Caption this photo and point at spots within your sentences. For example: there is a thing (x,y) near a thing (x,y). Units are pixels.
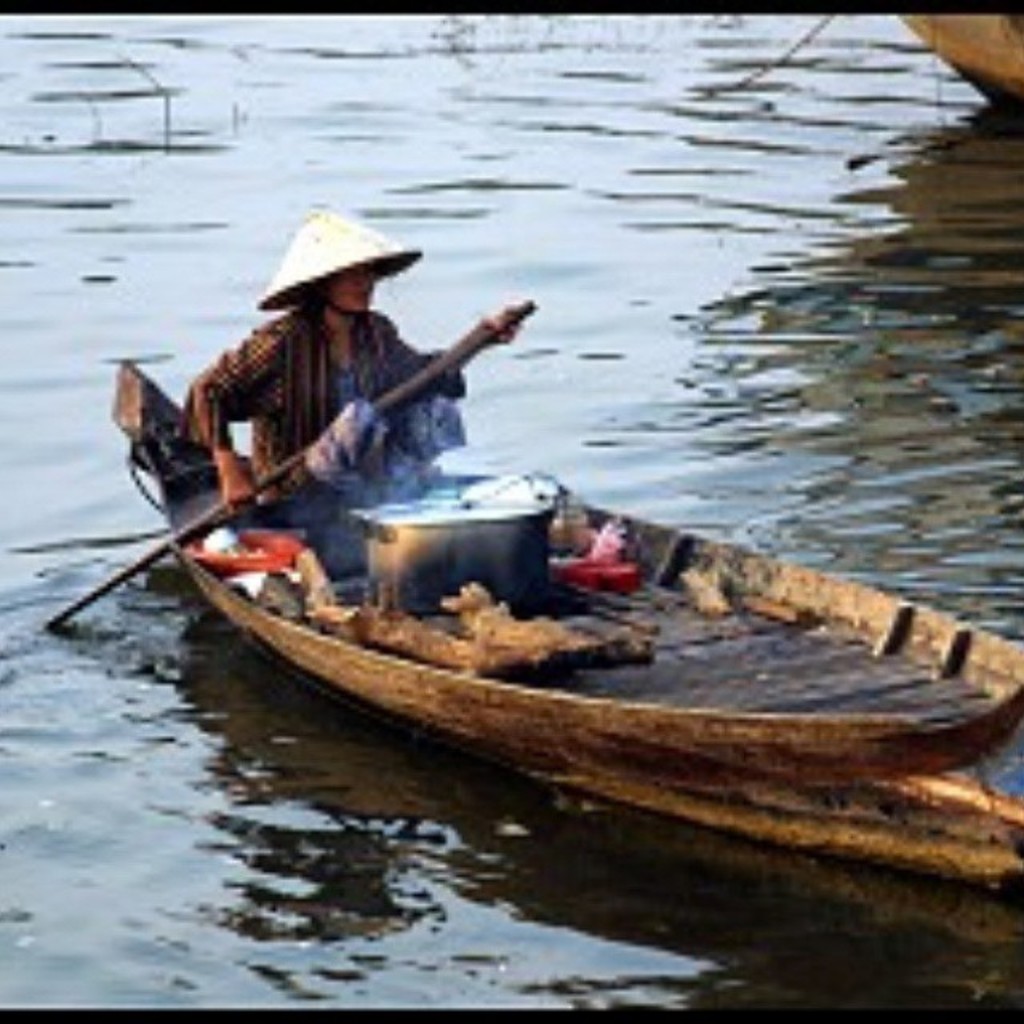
The human (399,432) is sitting on a boat (674,677). On a boat (894,677) there is a container (464,564) with a lid (428,516). This human (340,420) is holding a stick (73,611) and this man (374,341) wore a hat (318,278). This boat (171,442) is on above the water (73,596). This is a freshwater river (797,313).
